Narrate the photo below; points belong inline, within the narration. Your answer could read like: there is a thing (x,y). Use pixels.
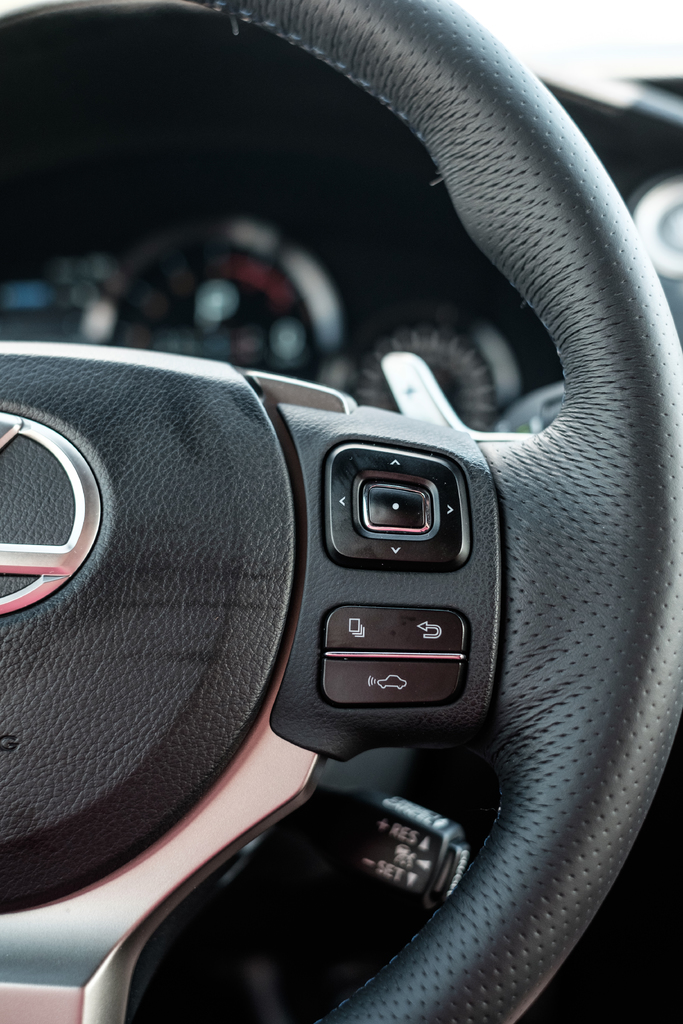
In this image we can see steering (357,700) of a car (436,713) with buttons (350,558). In the background (233,275) it is blurry and we can see meters (149,261).
